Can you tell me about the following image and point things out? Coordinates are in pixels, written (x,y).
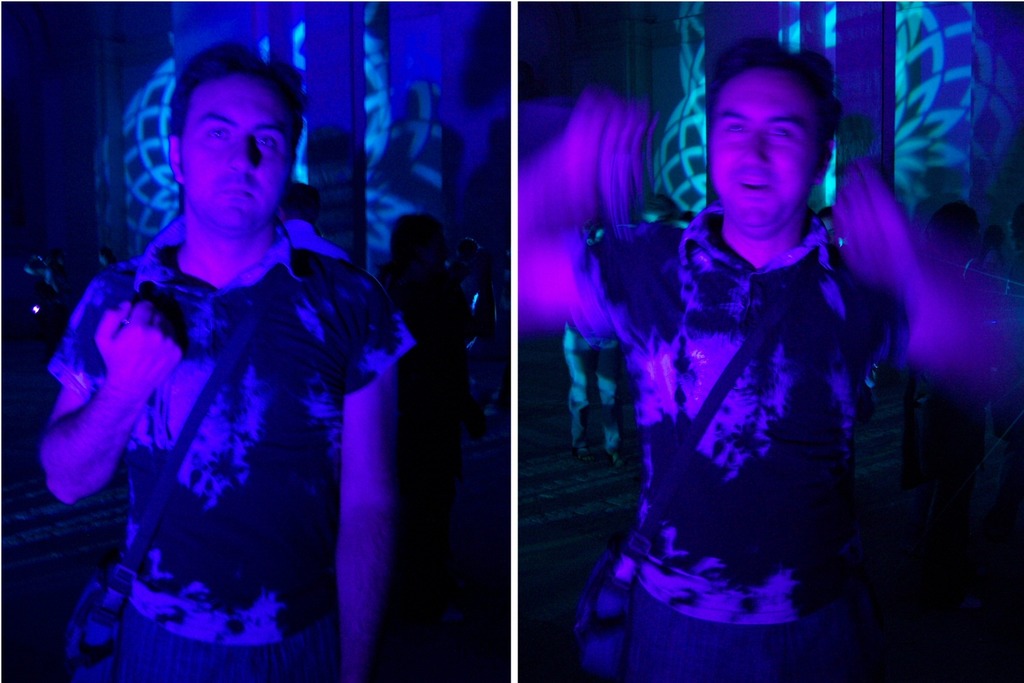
In this image I can see collage photos of a man (78,412). I can see he is standing and I can see he is wearing shirt (247,366). I can also see this image is little bit in dark and I can see this image is little bit in purple colour.
